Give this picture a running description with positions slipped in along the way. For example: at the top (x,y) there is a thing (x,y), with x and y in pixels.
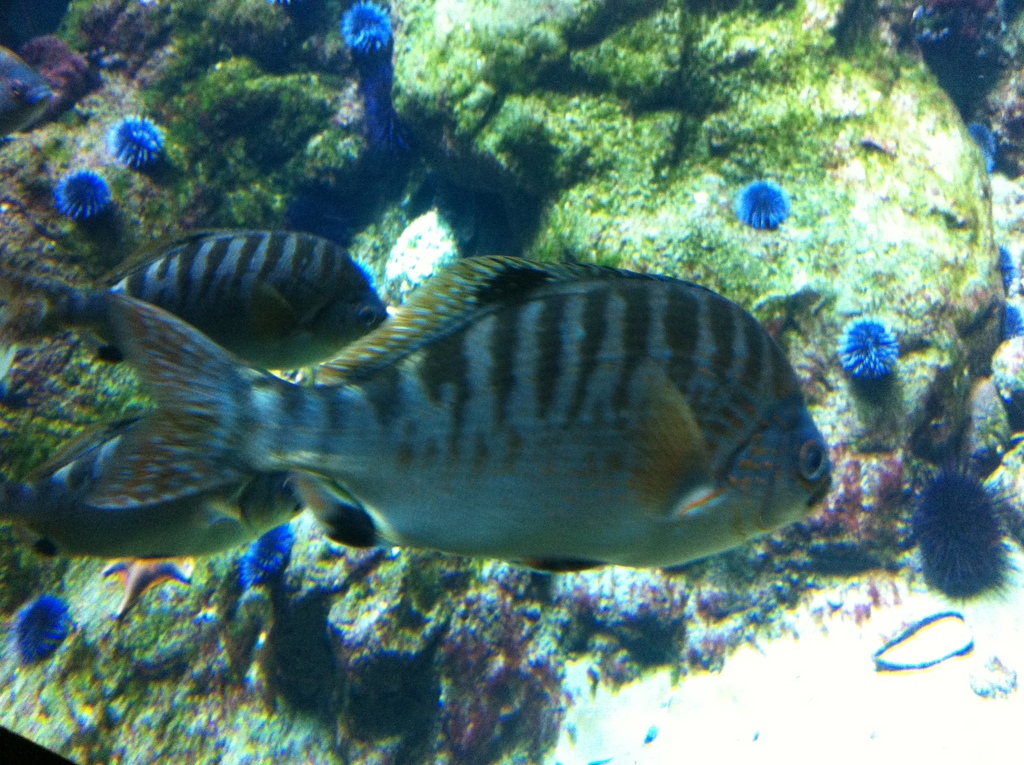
In this image I can see the fish (432,372). To the side I can see the blue color sea urchins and rocks (506,127). These are in the water (340,603).
